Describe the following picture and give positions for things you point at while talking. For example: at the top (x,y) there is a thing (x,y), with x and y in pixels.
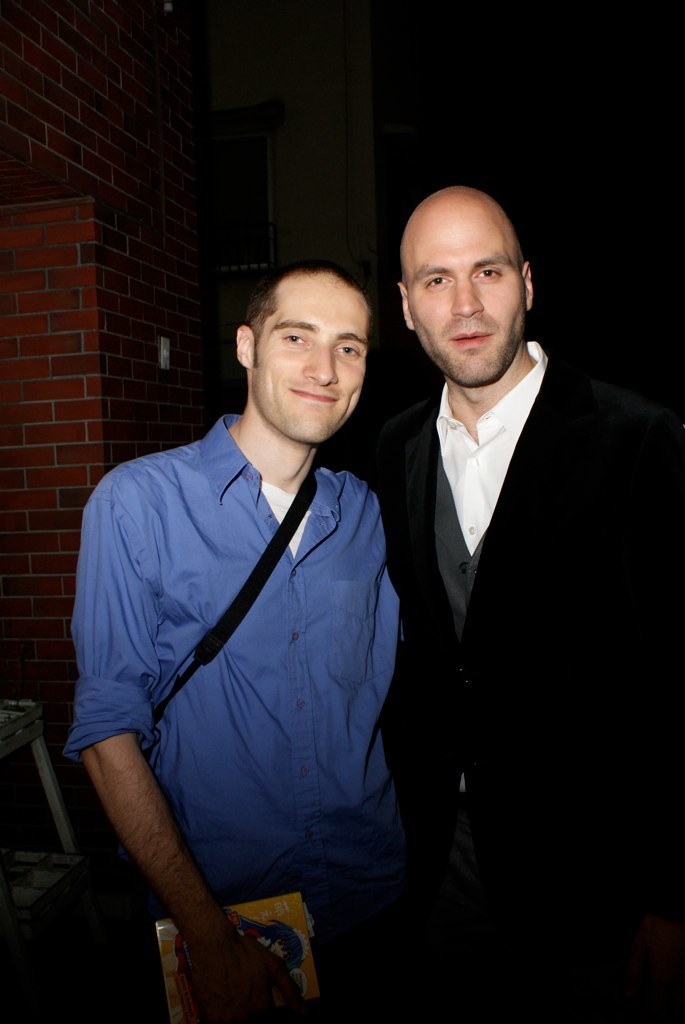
In the center of the image (254,350) there are two people (136,742) standing. In the background of the image (188,149) there is a wall (109,149).
